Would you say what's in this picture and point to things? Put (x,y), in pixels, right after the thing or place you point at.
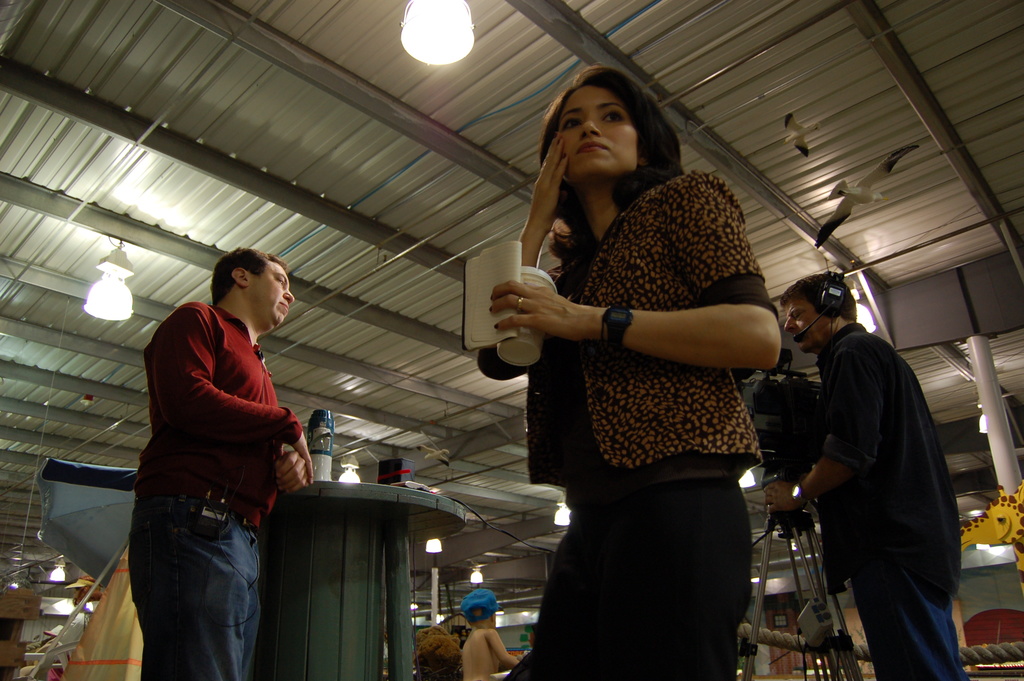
There are two men (225,426) and a woman (671,502) standing. This woman (576,347) is holding a book (484,308) and a glass (534,336) in her hand (539,309). This looks like a video recorder (776,409) with a tripod stand (833,628). I can see few objects (387,461) placed on the table (366,497). These are the lamps (415,13), which are hanging. At the bottom of the image (483,638), that looks like a boy (475,648) with a cap (479,595). I think these are the artificial birds (834,217), which are flying. On the right side of the image (988,508), I can see a toy giraffe (989,534). This looks like a pole (1000,470).
